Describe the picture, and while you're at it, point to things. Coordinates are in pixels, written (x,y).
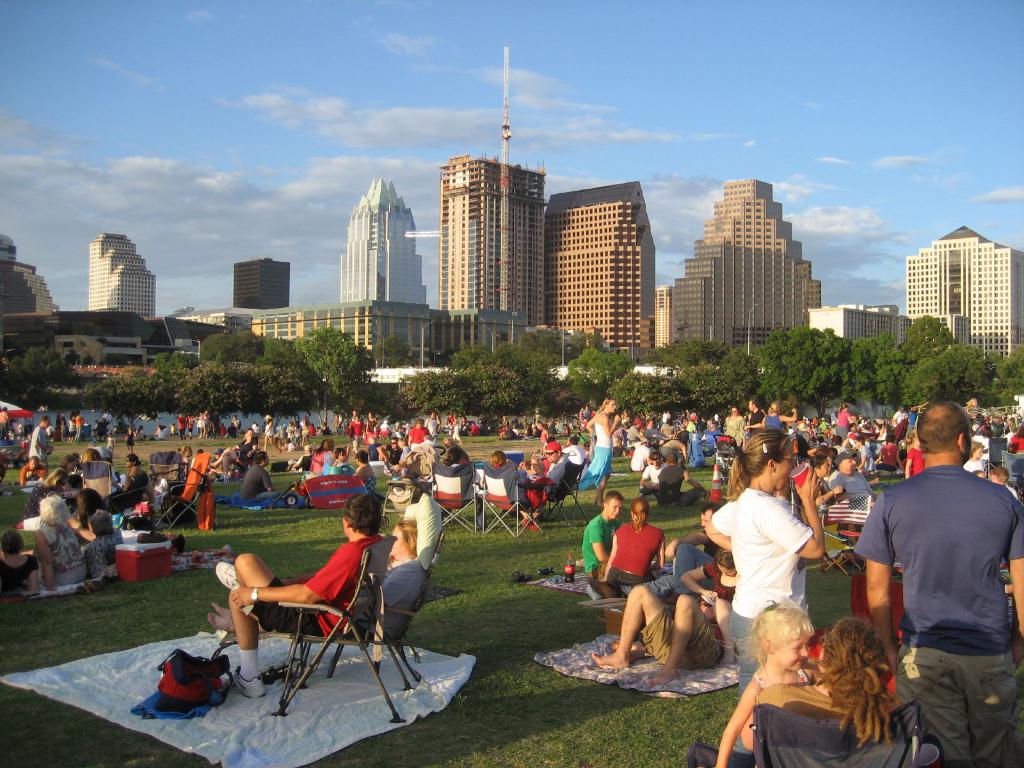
Here we can see people (951,539). Few people (231,468) are sitting on chairs (178,490). On this grass (296,538) there are things (291,721). Background (863,372) there are trees (25,366), buildings (66,344) and sky (289,214). These are clouds (259,226).
